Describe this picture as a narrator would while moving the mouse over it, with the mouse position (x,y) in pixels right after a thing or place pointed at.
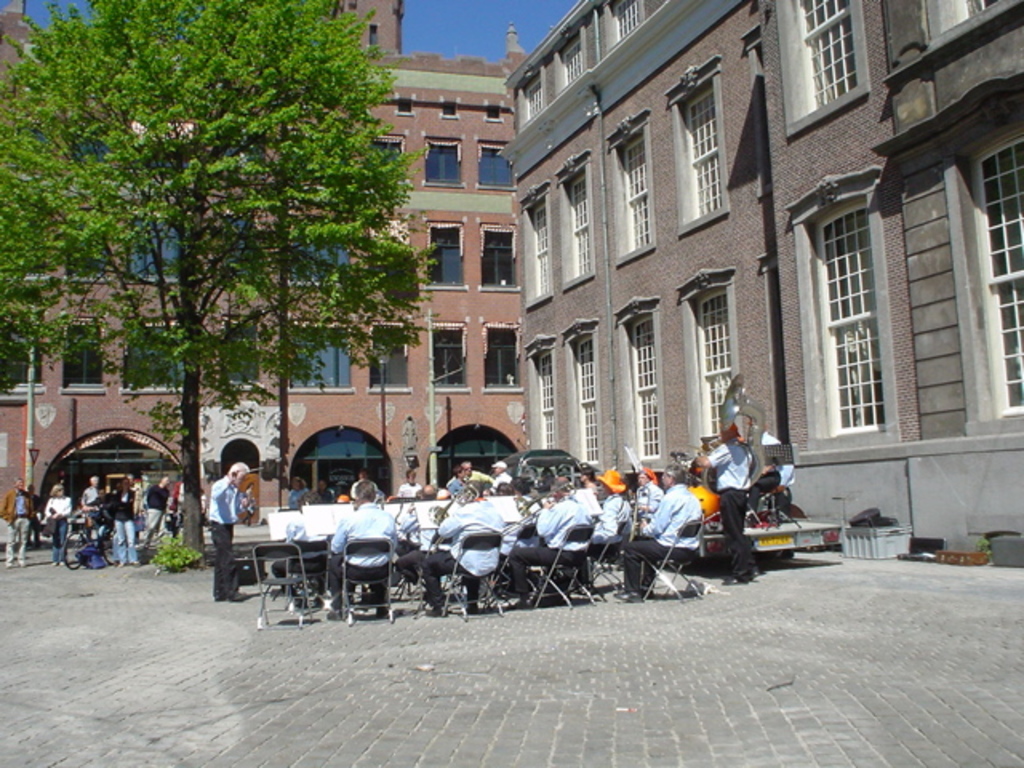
In the center of the image (562,489) there are people (670,515) sitting on chairs (301,571) playing musical instruments (434,516). In the background of the image (468,85) there are buildings (59,413), windows (300,356). There are people (18,491). There is a tree (276,246). At the bottom of the image (323,671) there is floor (367,759).
